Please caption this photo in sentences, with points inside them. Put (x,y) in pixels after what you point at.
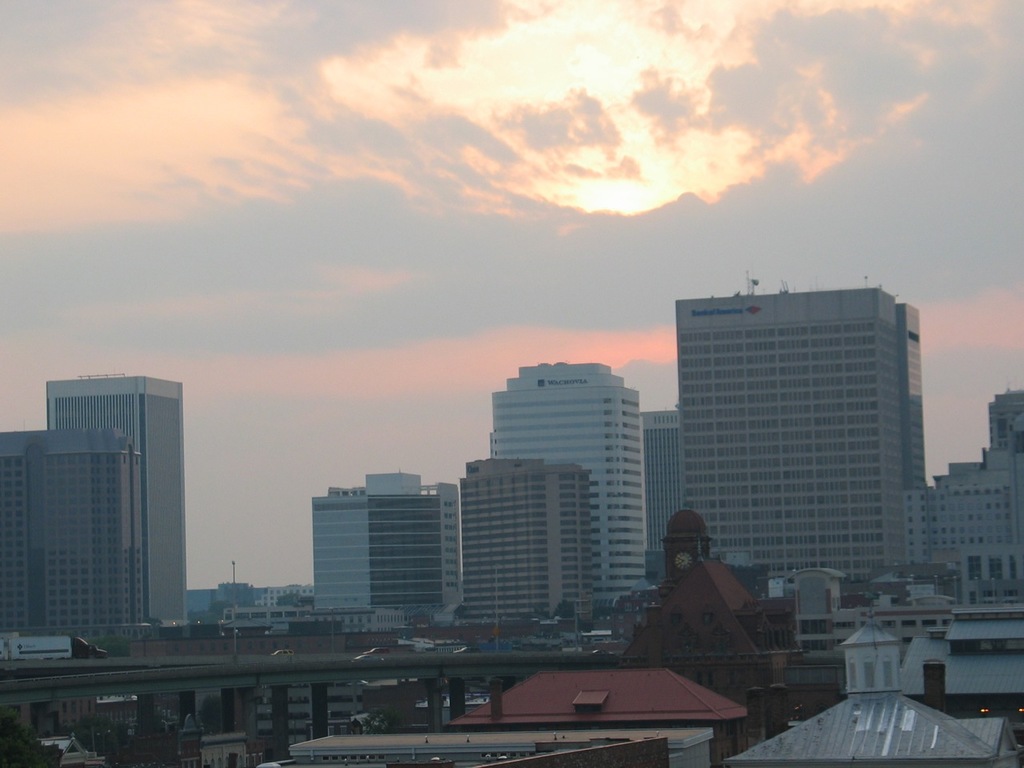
In the center of the image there is a bridge (435,660) and we can see vehicles (87,647) on the bridge (346,677). In the background (266,642) there are many buildings (550,569). At the top (498,205) there is sky (416,216).
